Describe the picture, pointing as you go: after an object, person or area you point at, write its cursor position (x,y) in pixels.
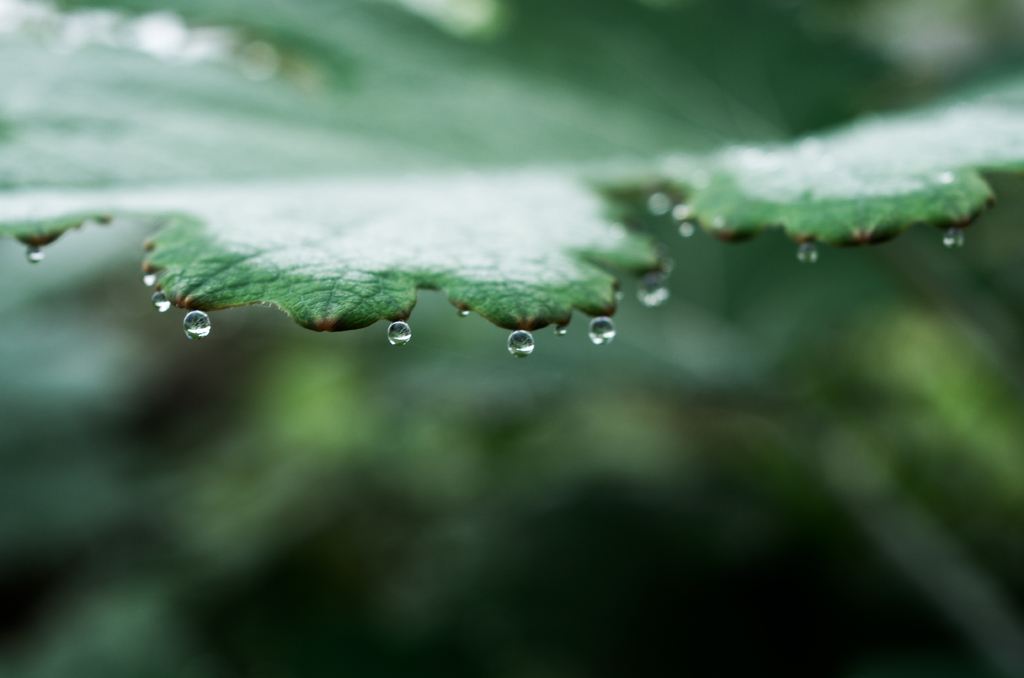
In this image there are few water drops (402,328) falling from a leaf (254,279).
